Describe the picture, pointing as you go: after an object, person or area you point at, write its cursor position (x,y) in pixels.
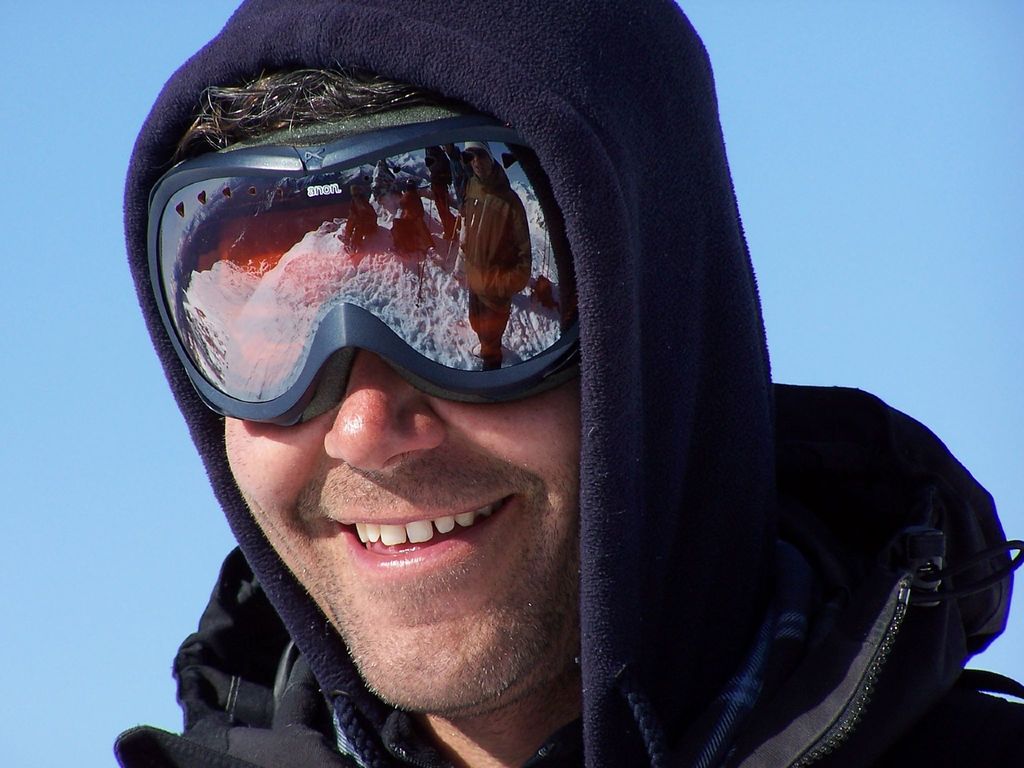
In this image we can see a man (242,359) is standing, and smiling, he is wearing the black dress (754,767), at above the sky (869,129) is in blue color.
